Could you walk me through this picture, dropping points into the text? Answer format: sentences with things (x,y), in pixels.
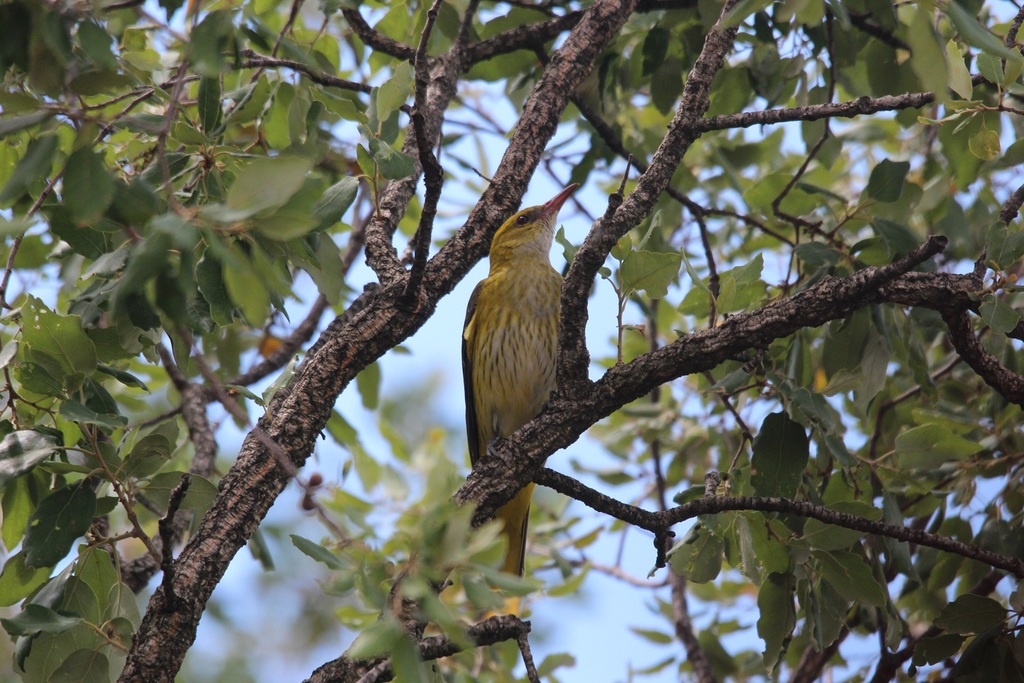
In this image we can see a bird (476,460) on the branch (465,500) of a tree (595,228). We can also see some leaves (360,163) and the sky (404,354).
